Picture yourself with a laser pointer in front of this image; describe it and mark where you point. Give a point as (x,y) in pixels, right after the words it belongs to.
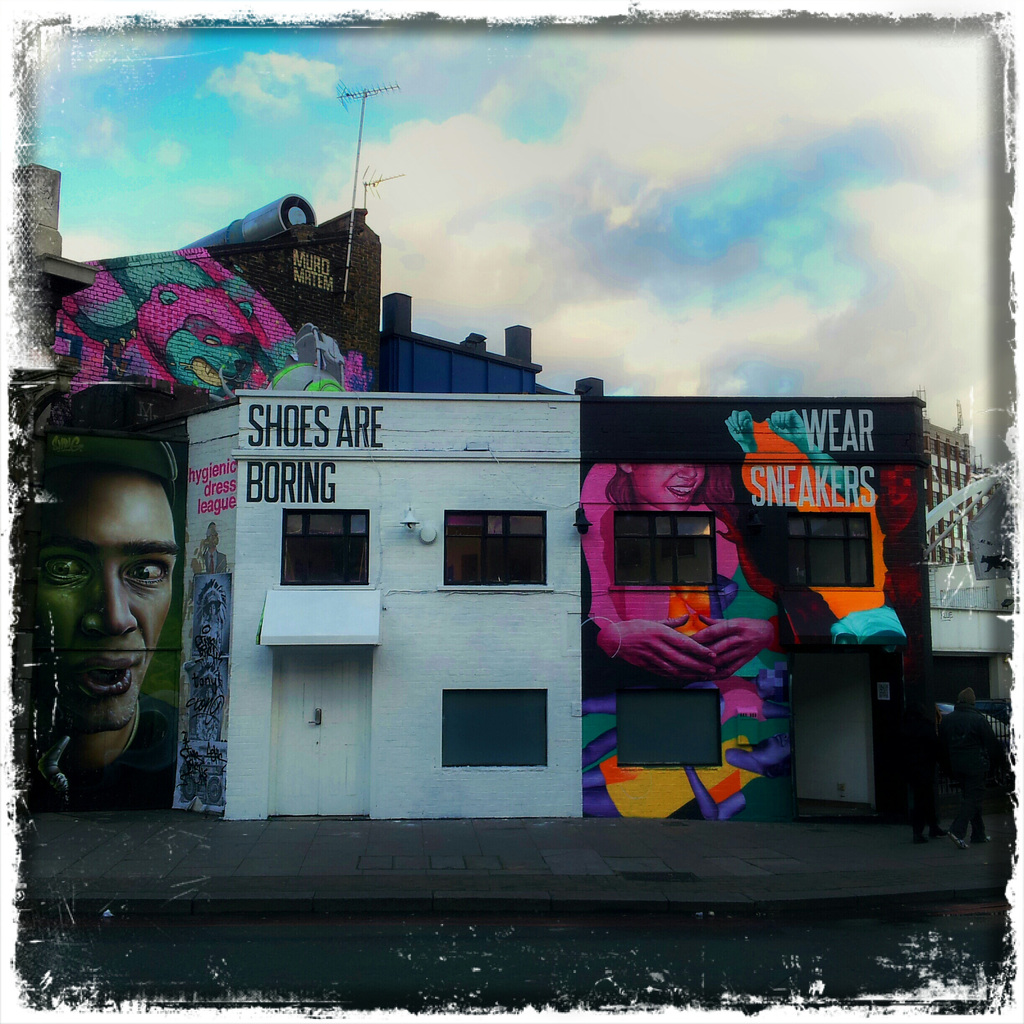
In this edited image, we can see a building (278,745) contains some art (81,500). There are clouds (635,254) in the sky (563,116). There is a footpath (508,845) at the bottom of the image (445,845).
